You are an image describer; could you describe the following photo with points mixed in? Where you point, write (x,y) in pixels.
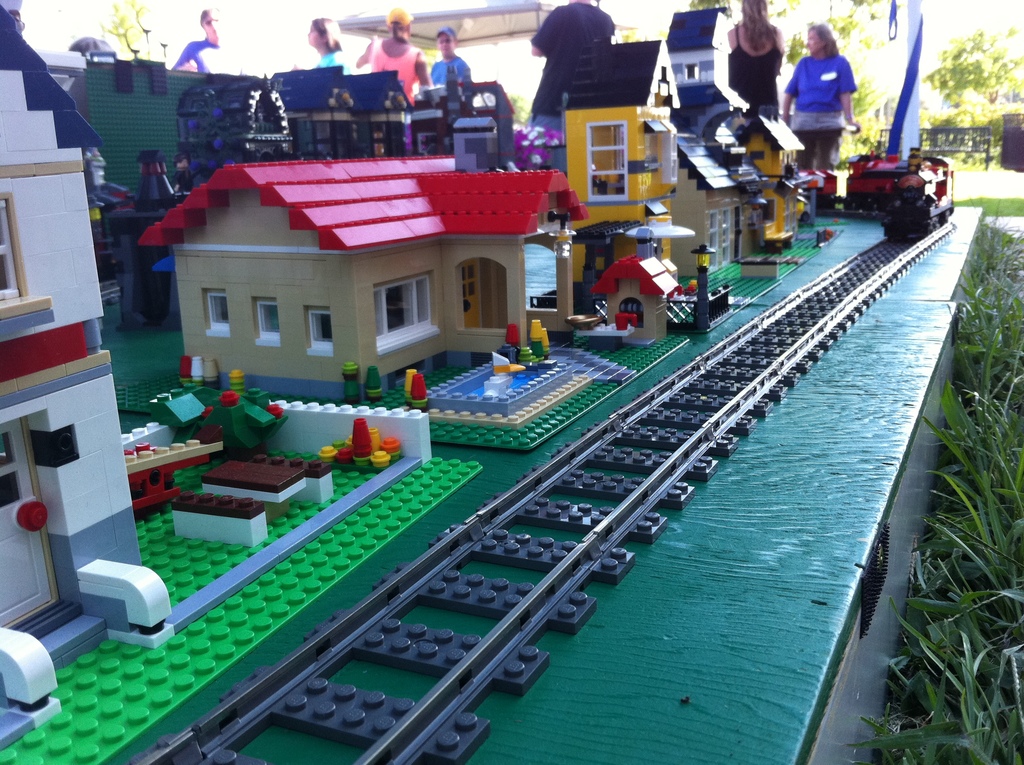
In this image in the center (581,505) there are some building blocks (581,505) and some toy houses (400,295), in the background (322,63) there are some people (813,82) who are standing and also some trees (945,71) and shelter (483,16). On the right side (979,658) there is some grass (964,654).
